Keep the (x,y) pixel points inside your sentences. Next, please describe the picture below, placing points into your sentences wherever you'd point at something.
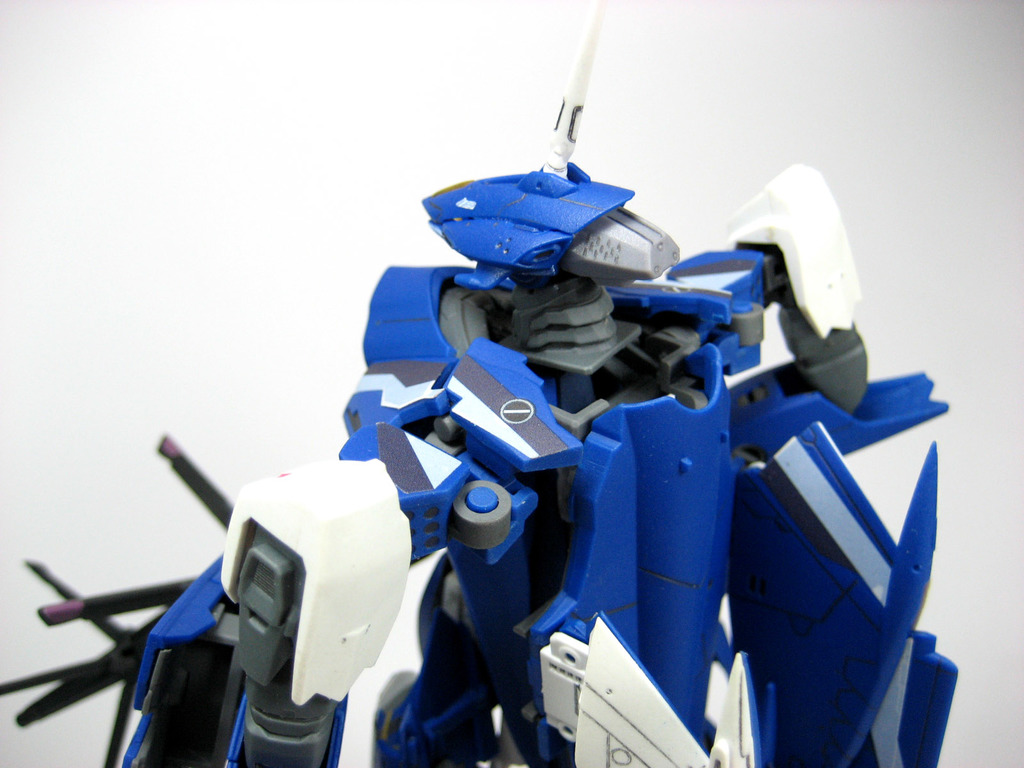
In this picture we can see an object (460,224) and in the background (129,281) we can see white color.
